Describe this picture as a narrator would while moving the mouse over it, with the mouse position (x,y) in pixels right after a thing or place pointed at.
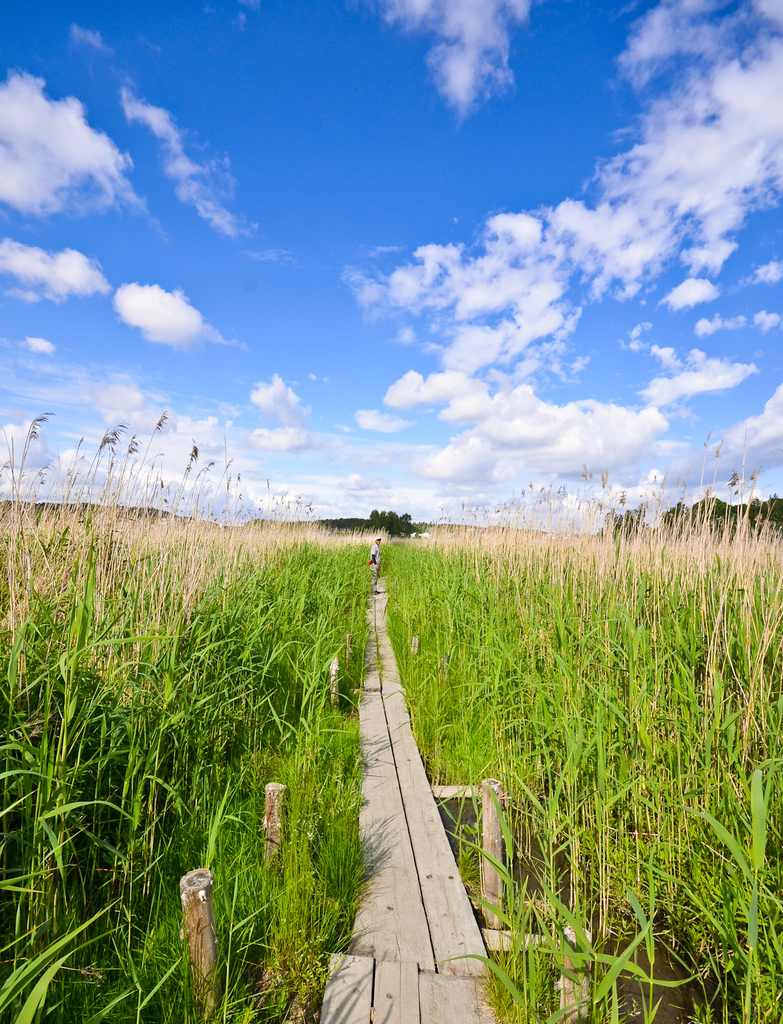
In this image, I think these are the crops (484,646). This is a wooden pathway (399,801). I can see a person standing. In the background (372,524), I can see the trees (382,524). These are the clouds (126,489) in the sky (525,212).
